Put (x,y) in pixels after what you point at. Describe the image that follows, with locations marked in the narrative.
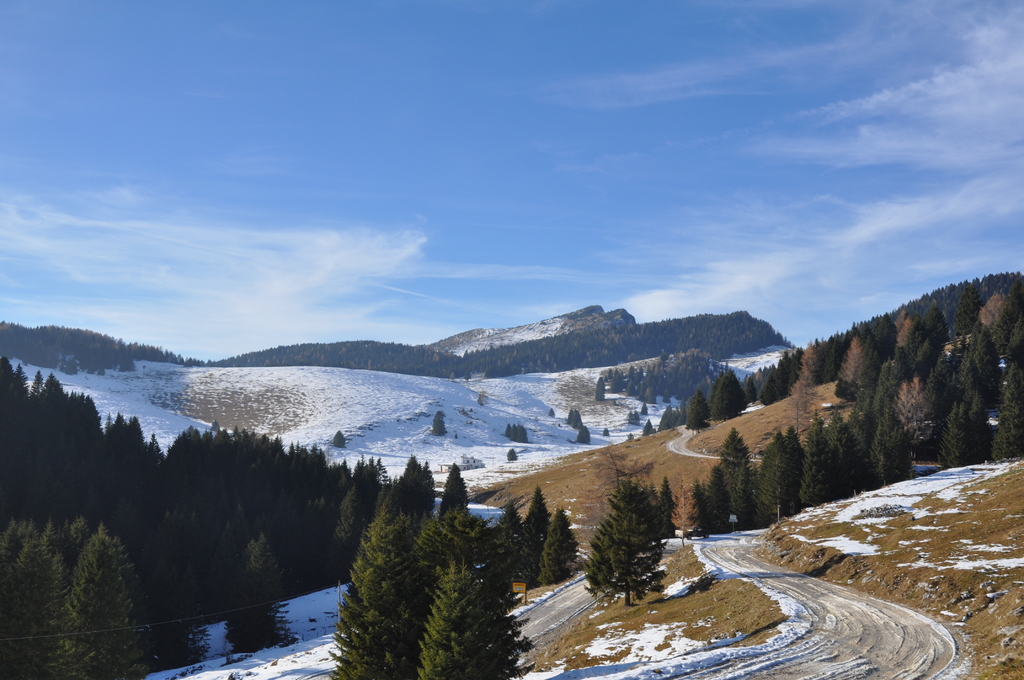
In this picture I can see the ground (506,471) and I see that it is covered with snow (694,552) and I can see number of trees (54,327). In the background (391,283) I can see the sky (700,172).
